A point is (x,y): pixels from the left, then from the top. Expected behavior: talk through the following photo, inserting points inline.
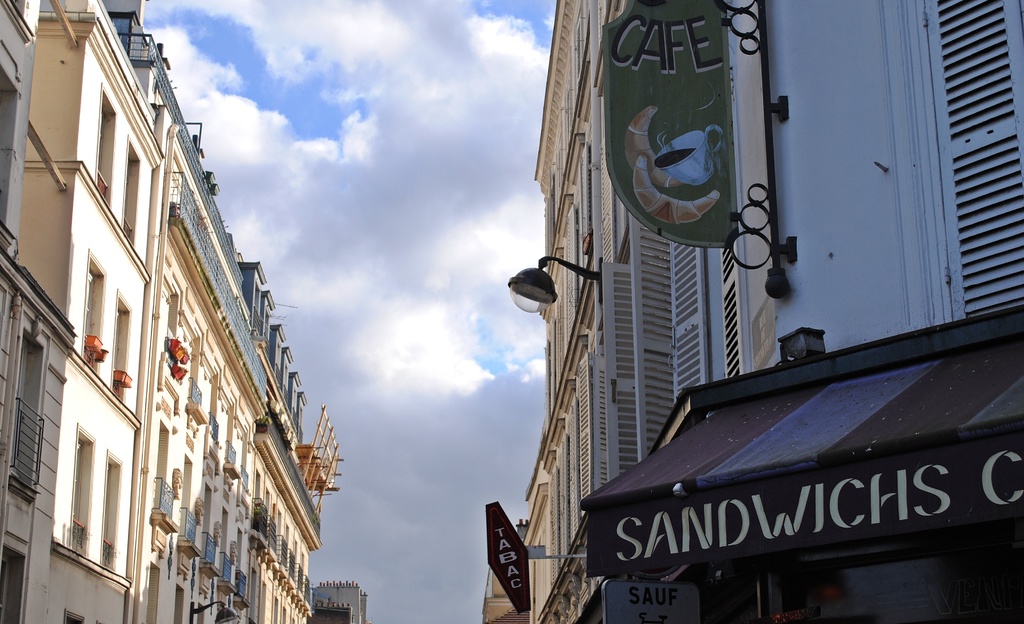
In this picture we can see a building (691,381) with boards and a lamp (550,286). On the left side of the image (87,399), there are buildings (122,471). At the top of the image (306,119), there is the cloudy sky (386,326).
